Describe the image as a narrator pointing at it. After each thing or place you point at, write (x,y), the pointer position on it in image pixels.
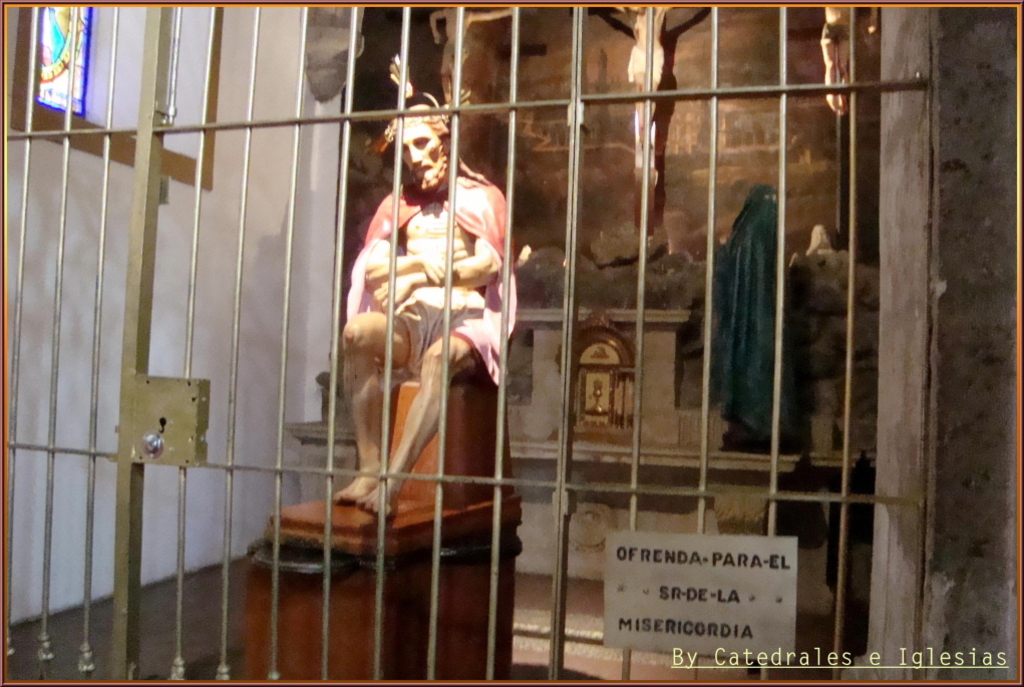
In this image we can see some sculptures (468,434) in a chapel (628,141), one of them is Jesus (633,76), also we can see a frame (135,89).
